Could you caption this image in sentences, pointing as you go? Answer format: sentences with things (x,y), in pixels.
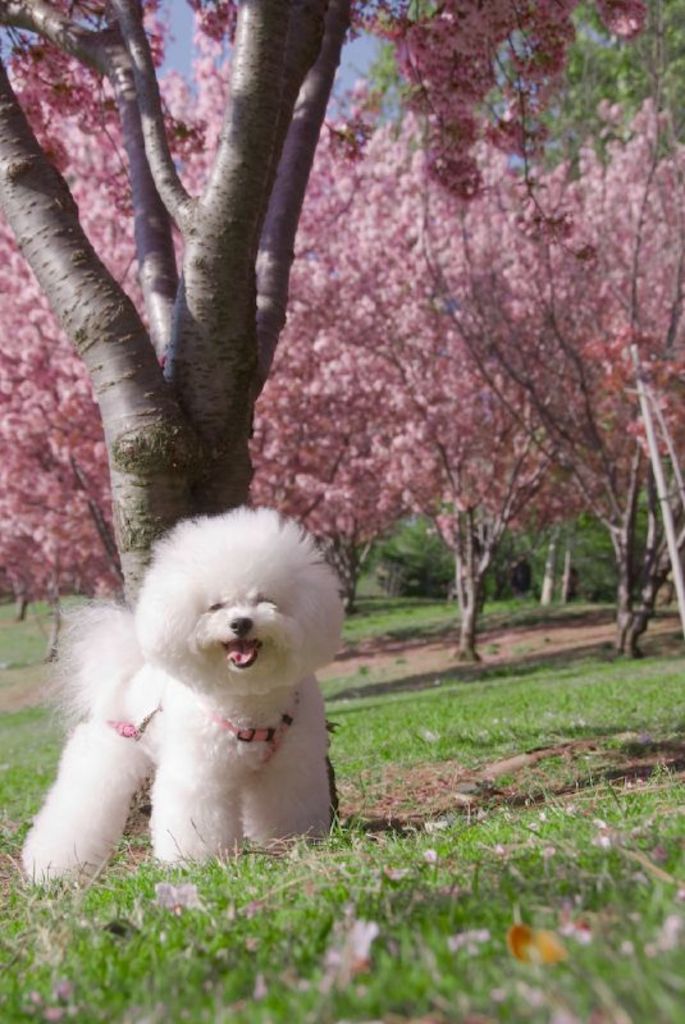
In the center of the image (330,582), we can see a puppy (213,669) with belt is on the ground (319,850) and in the background (407,302), there are blossom trees (372,280).
